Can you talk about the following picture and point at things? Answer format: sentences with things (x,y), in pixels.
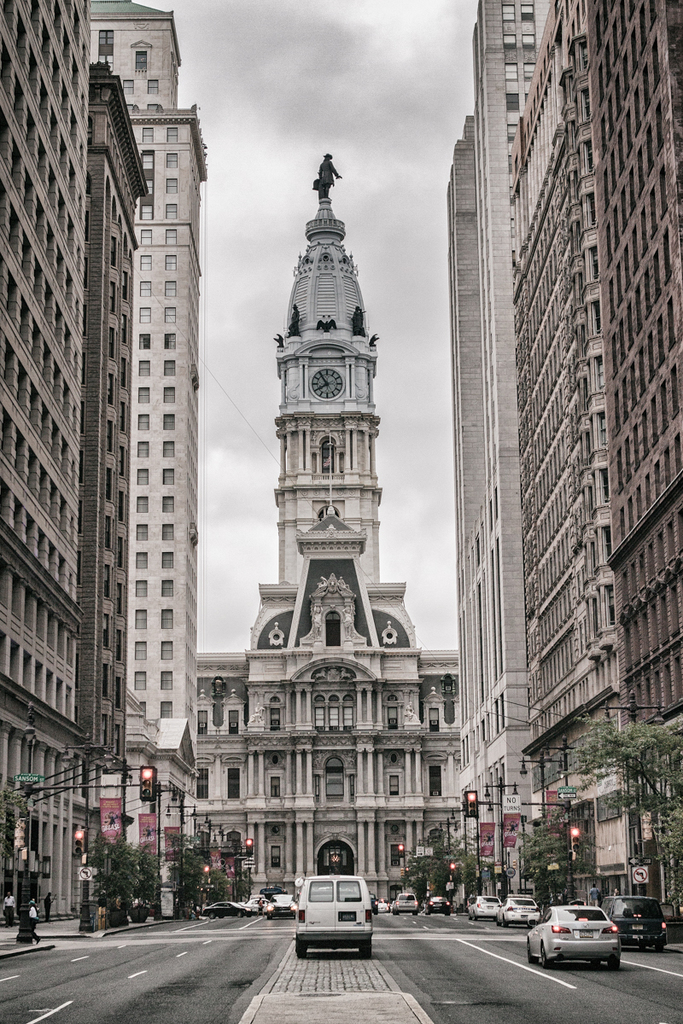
At the bottom (615,959) I can see fleets of cars (615,959), light poles (89,907) and trees (550,882) on the road (116,982). In the background (233,676) I can see buildings (360,684) and a clock tower (298,592). On the top (273,167) I can see the sky (291,196). This image is taken during a day.
